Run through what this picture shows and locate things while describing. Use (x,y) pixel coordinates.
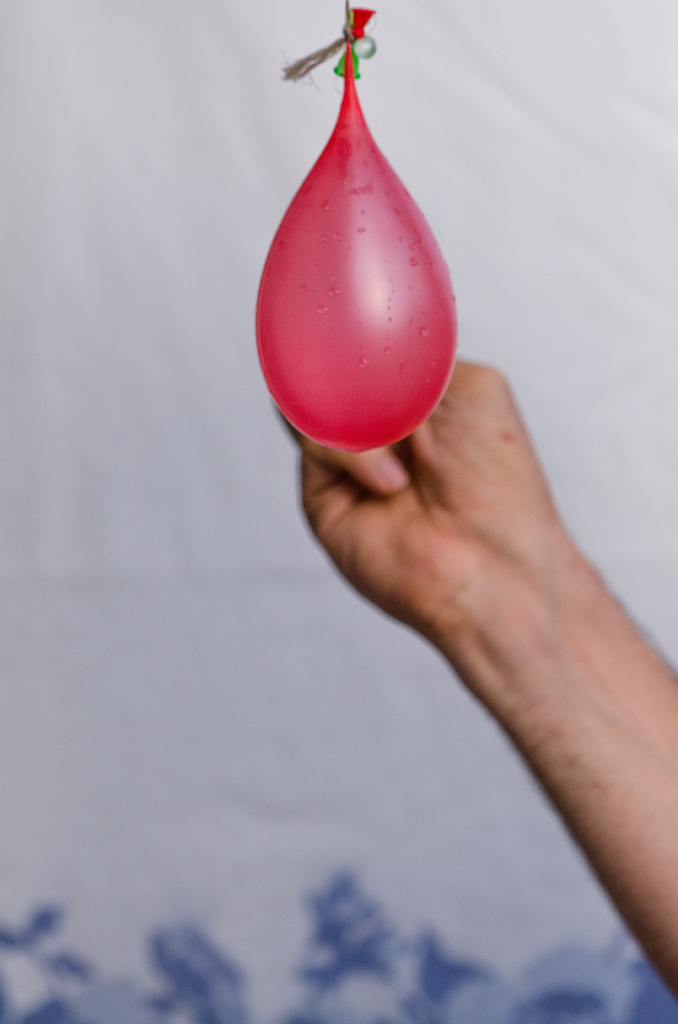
In the center of the picture (338,442) there is a water balloon (352,304). On the right (489,551) there is a person's hand (467,552). In the background (169,827) there is white color curtain (466,195).
